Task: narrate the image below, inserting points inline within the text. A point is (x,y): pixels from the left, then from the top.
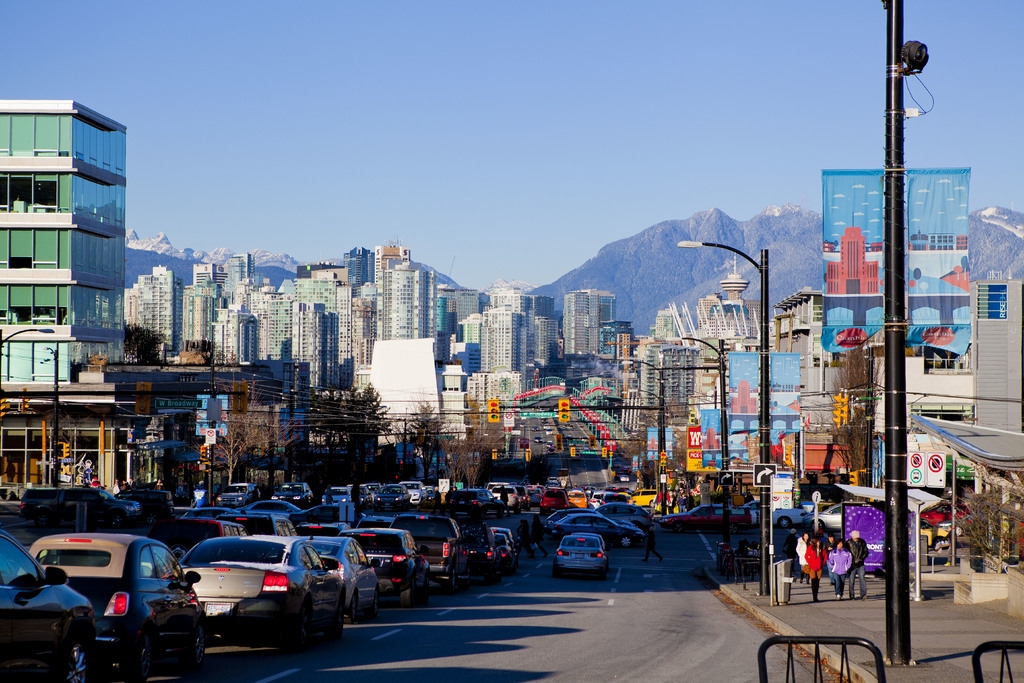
In this picture there is a whole view of the city (232,401) with many buildings (453,359). On bottom side of the image (377,525) we can see the road (121,675) with many cars (359,543) in the traffic jam and some black color poles (891,612). In the background (608,288) there are some mountain (637,266).
